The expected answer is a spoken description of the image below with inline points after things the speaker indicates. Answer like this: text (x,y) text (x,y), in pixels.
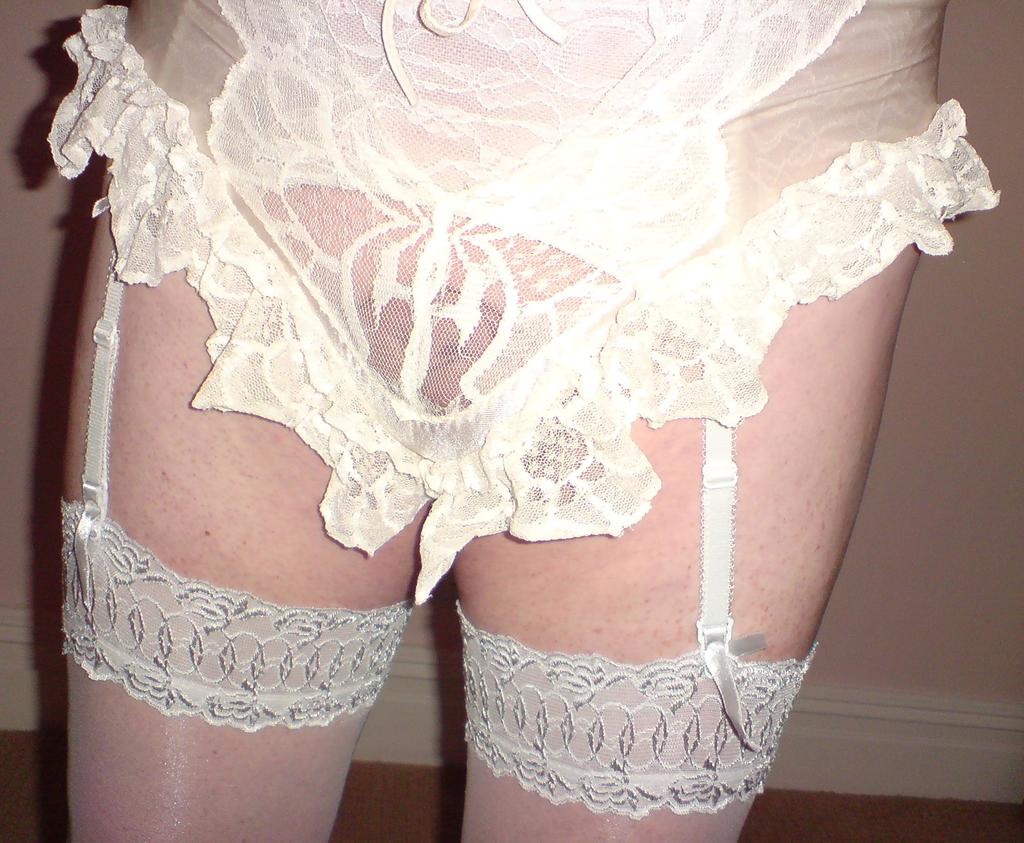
In this image, there are legs (176,530) of a person (670,486) wearing clothes (701,212).
